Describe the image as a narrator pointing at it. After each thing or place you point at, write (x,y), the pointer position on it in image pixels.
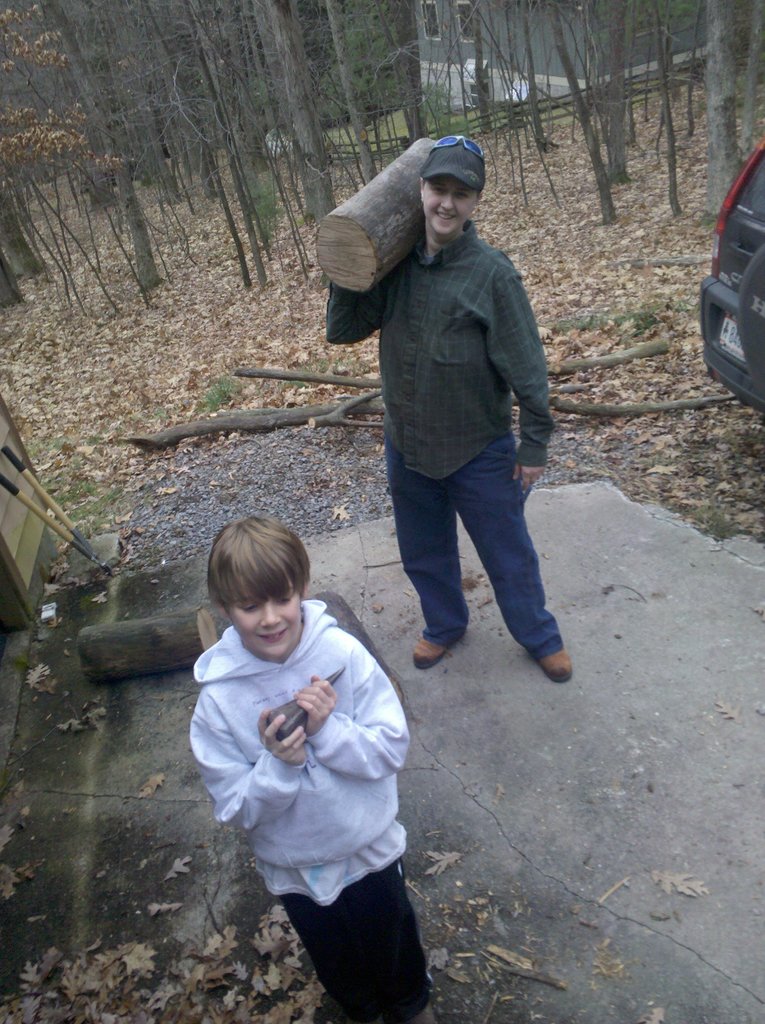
In this picture we can see there are two persons (433,360) standing and a man (402,398) is holding a wooden log (378,243). On the right side of the image (736,365) there is a vehicle (736,351). On the left side of the image (30,507), there are sticks (19,492) and another wooden log (135,636). Behind the people (397,452) there are trees (110,202), dried leaves (163,288) and a house (446,62).
